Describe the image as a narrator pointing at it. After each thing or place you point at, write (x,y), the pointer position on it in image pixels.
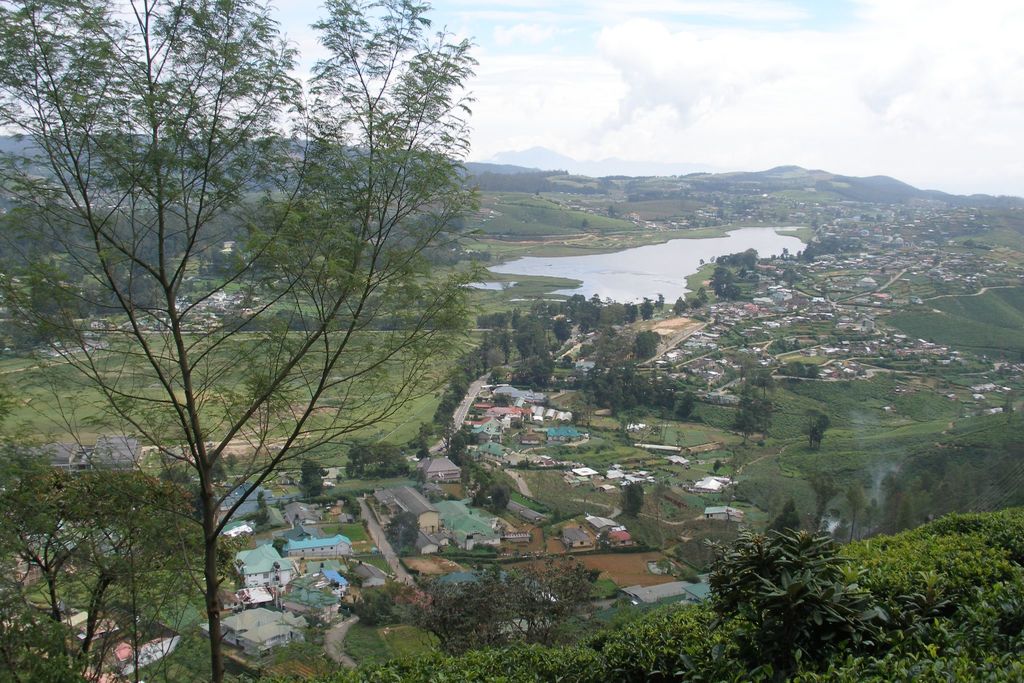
In this image I can see so many trees (85,607), buildings (831,373), water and grass (365,483) on the ground (863,371).
